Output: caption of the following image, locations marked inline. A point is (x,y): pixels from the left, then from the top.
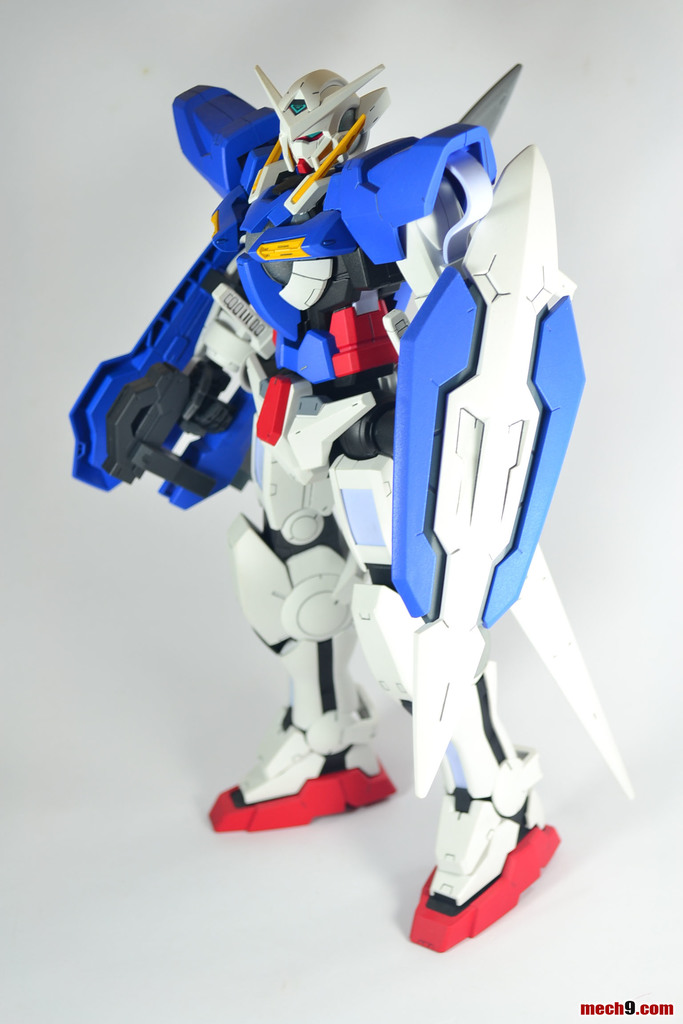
There is a toy robot (363,357), which is in white, red and blue color combination, standing on a white color floor (624,829). In front of the toy (371,355), there is a watermark (589,1011). The background (500,50) is white in color.
